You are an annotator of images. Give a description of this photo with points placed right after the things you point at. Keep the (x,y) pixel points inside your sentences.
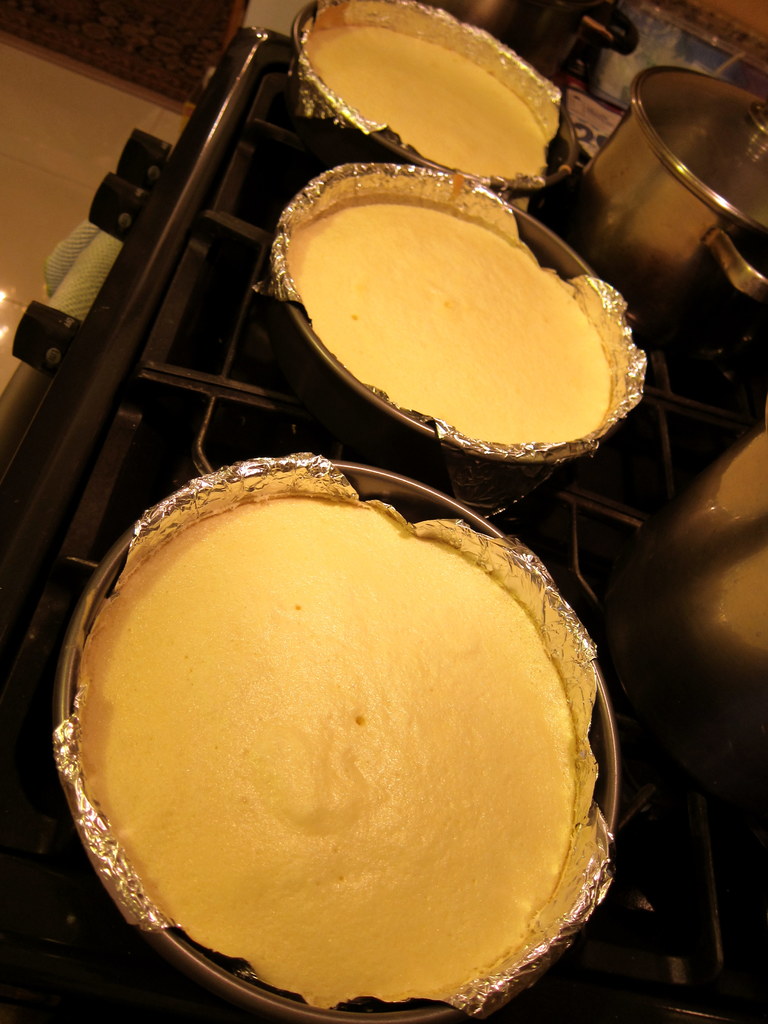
In this image we can see some food items (303,680) in the bowls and also there are some cooking pots (678,615) with lids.
